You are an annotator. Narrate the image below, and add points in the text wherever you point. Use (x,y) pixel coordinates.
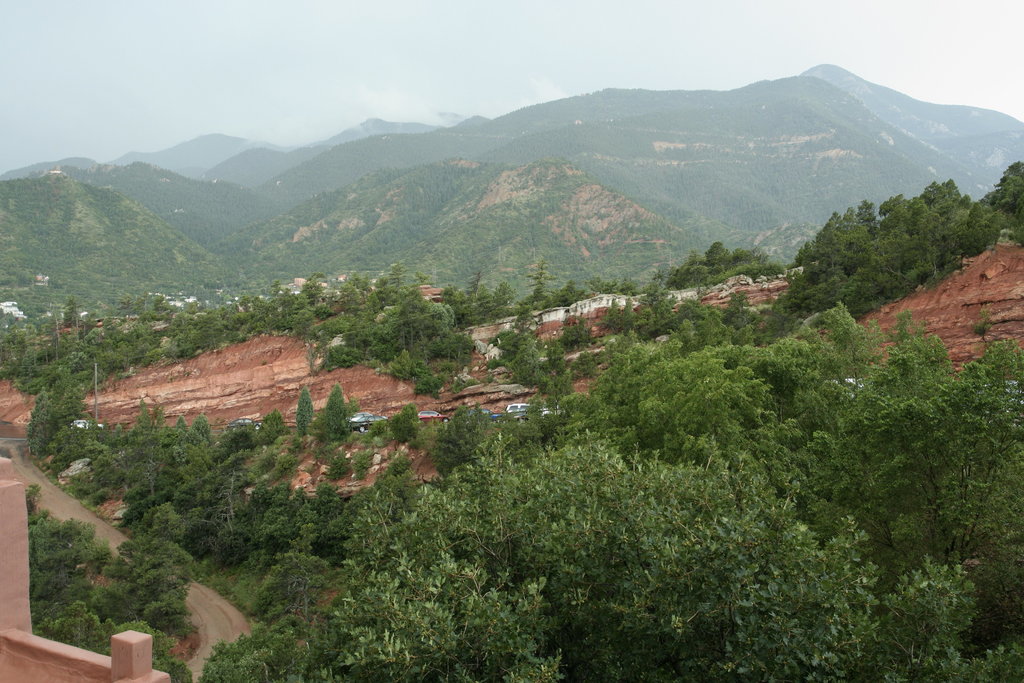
In this image I can see there are so many mountains (756,123) which are covered with trees (868,237).
